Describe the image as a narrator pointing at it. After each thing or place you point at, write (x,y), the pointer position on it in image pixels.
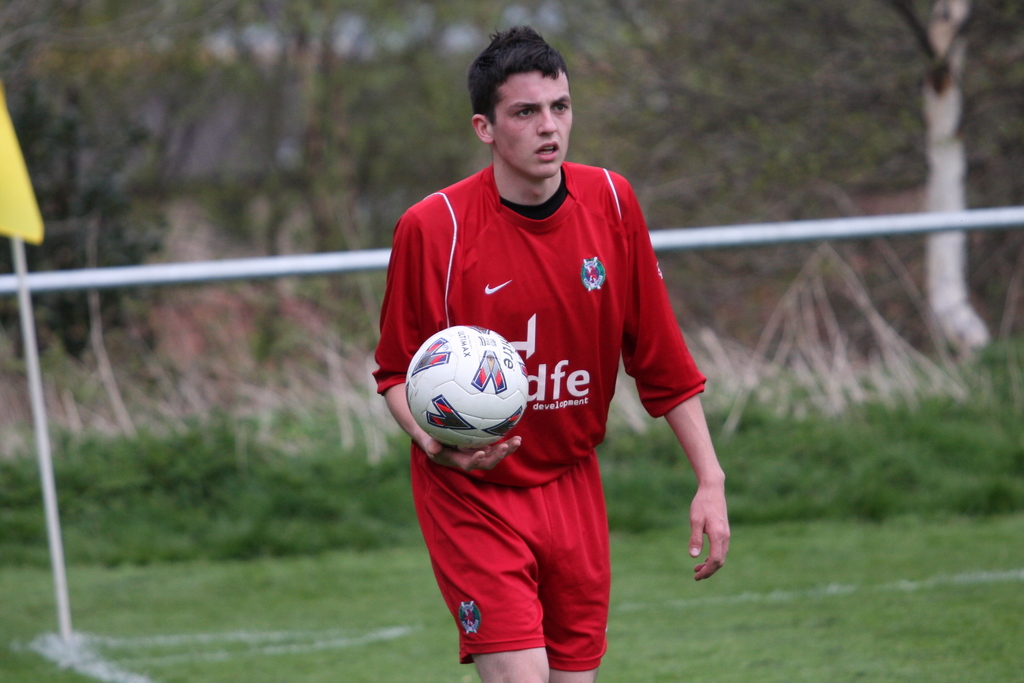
In this picture we can see a man (549,316) who is holding a ball (488,386) with his hand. And this is the grass (876,597). On the background (373,194) there are some trees (743,123).
